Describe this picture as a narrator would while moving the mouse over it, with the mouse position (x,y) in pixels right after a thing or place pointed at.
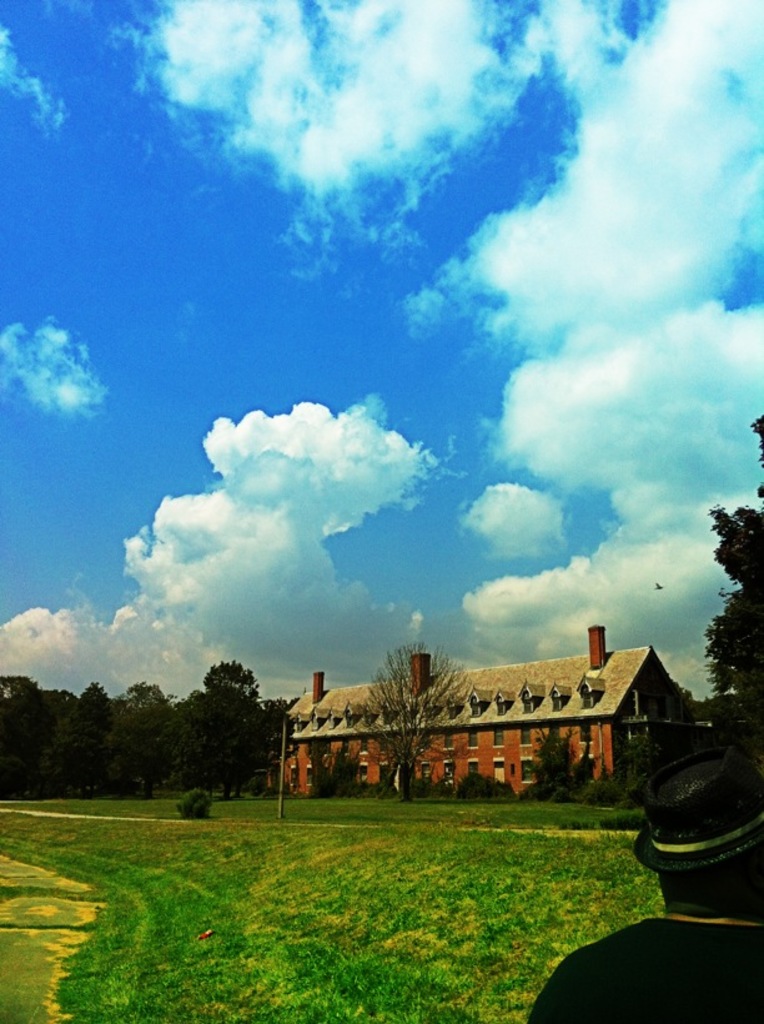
In this picture I can observe building (364,686) in the middle of the picture (427,660). In front of the building (327,741) I can observe some trees (351,780) and grass (266,866) on the ground (249,864). In the background (456,243) there are some clouds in the sky (398,333).
